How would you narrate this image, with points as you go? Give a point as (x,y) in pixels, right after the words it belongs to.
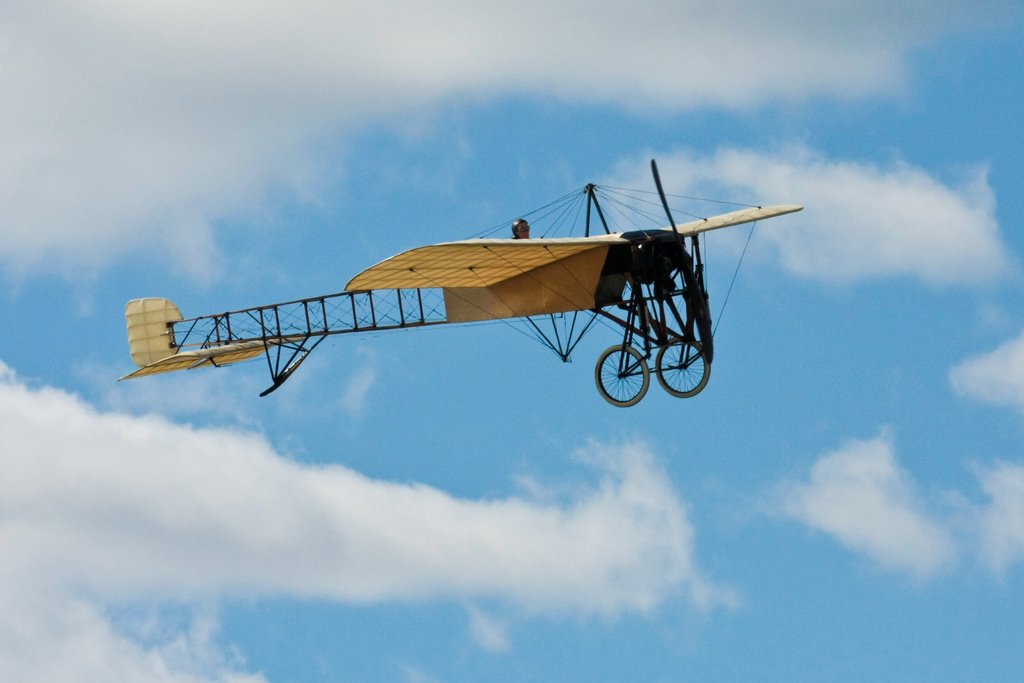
In this picture there is a monoplane (695,302) in the sky (356,266) and there is a person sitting in the monoplane (513,252). At the top (540,155) there is sky (490,130) and there are clouds (288,114).
